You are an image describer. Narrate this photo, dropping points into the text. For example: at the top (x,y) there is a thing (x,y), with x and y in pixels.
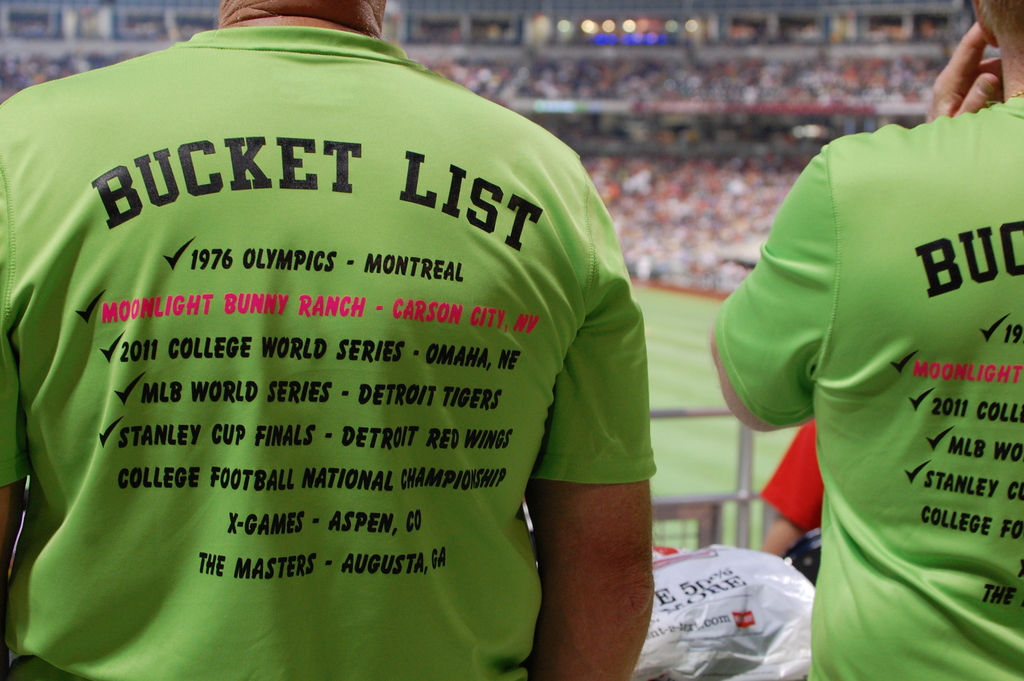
In this image, we can see a few people (913,350) wearing T-shirts (435,256) with some text (979,259). We can see the fence (708,544) and the ground (711,469). We can also see the blurred background (847,64) and a cover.
